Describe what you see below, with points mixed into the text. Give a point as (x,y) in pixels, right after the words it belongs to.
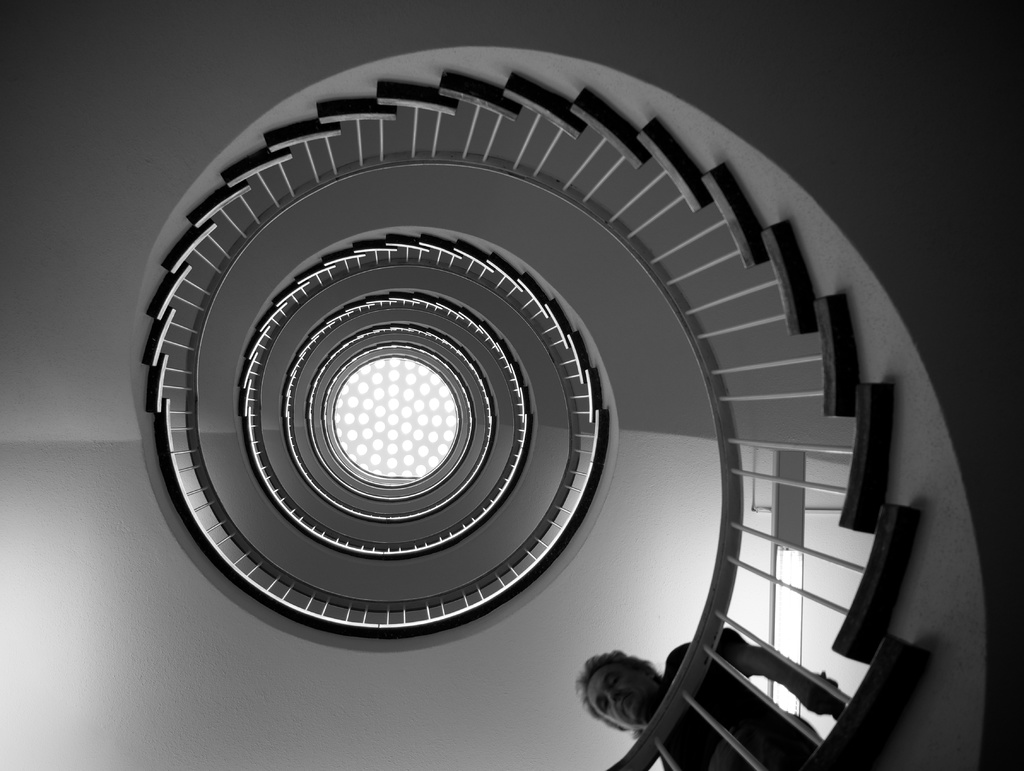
This is a black and white image. In this image we can see a man (749,709) walking downstairs. We can also see a roof (406,446) with some lights (418,438).
